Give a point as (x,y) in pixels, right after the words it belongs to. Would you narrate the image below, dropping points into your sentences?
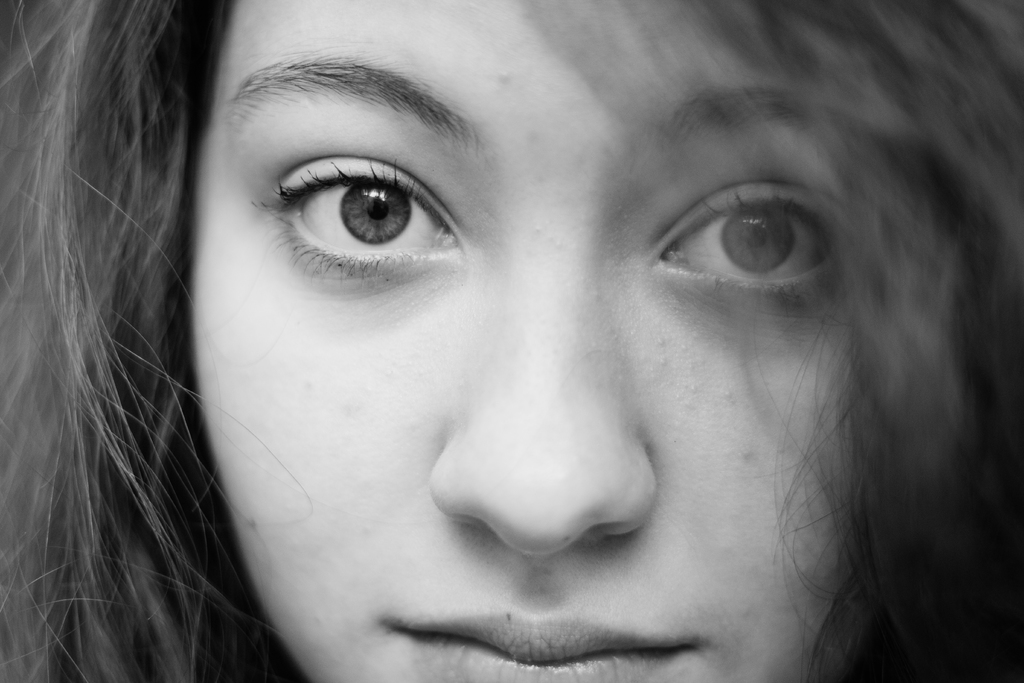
In this picture there is a woman (621,243) with black hair (166,199) and she has two eyes (329,252), one nose (544,521) and mouth (602,661).
